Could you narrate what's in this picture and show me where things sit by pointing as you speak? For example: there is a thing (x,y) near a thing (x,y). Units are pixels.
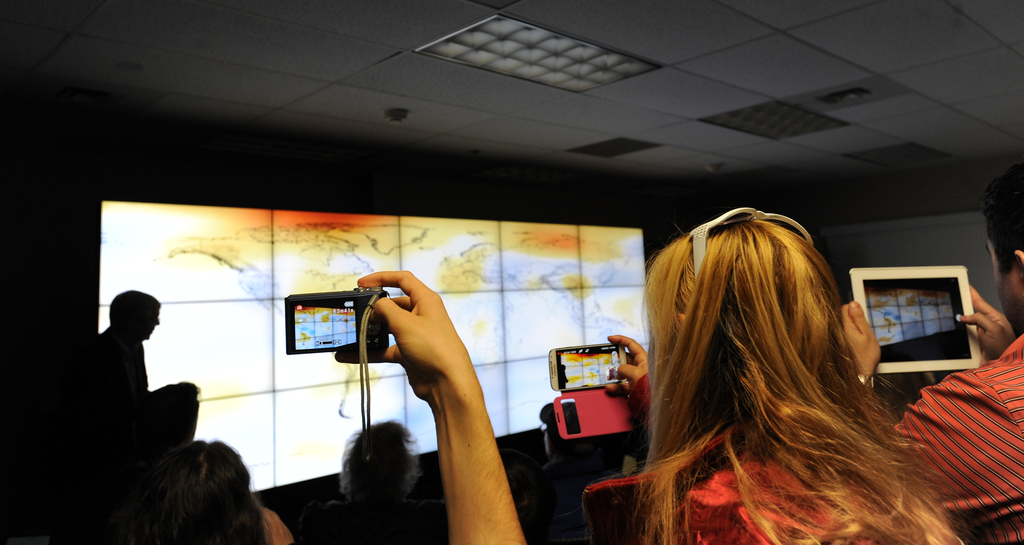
In this picture I can see a designed screen (327,248) on the board (601,276), some people (681,490) are taking pictures.
